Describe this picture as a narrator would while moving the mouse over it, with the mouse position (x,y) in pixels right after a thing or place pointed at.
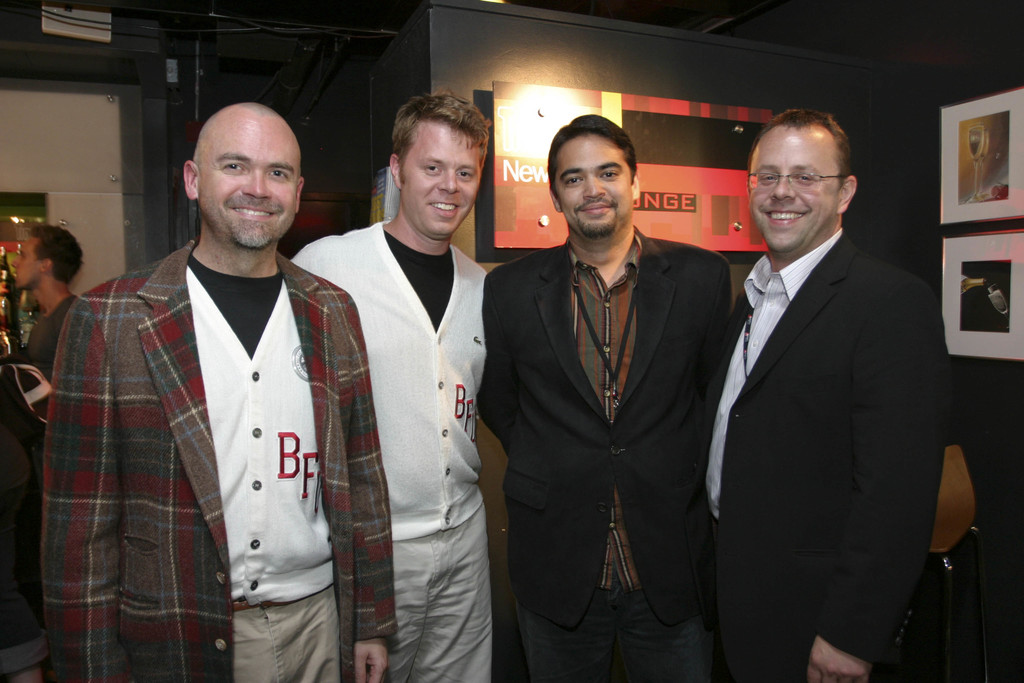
There are four persons (608,353) standing and there are some other objects (306,42) in the background (553,134).
